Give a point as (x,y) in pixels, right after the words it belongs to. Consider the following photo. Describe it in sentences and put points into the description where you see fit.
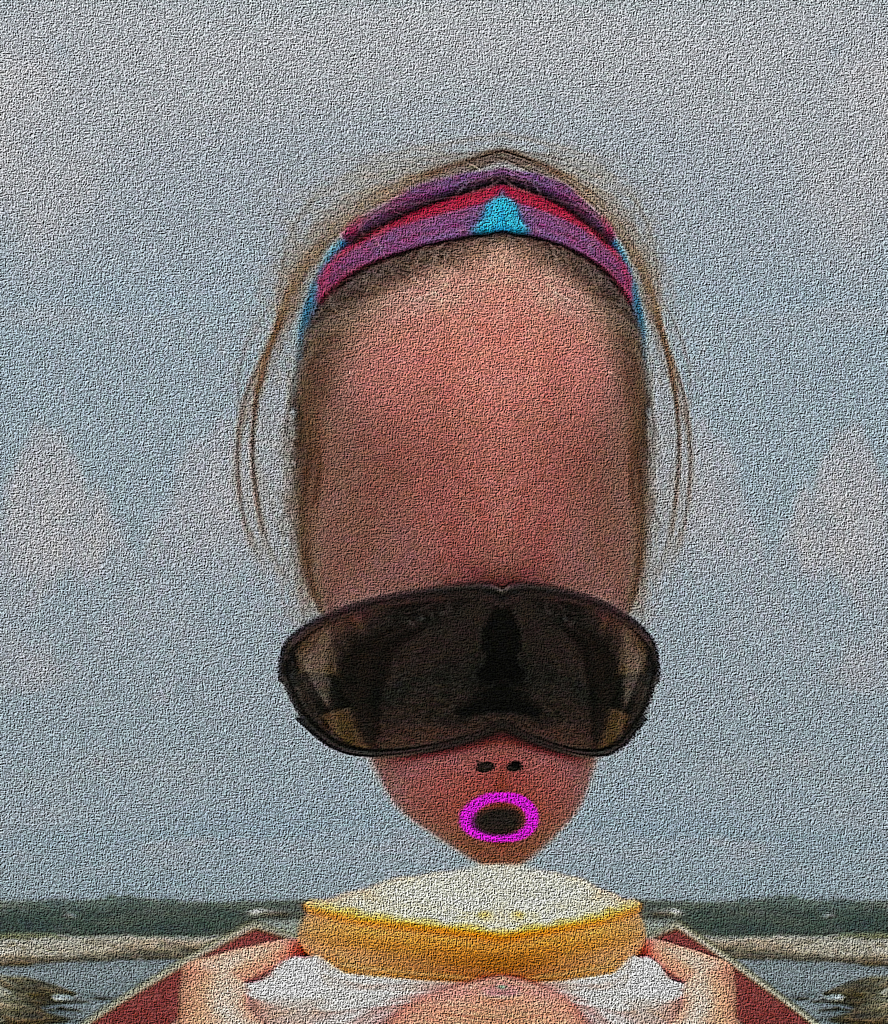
This picture is an edited picture. In this picture there is a person (513,516) with goggles (585,723). At the back (74,934) there are trees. At the top (177,267) there is sky (745,767). At the bottom (816,984) there is water (813,970).
